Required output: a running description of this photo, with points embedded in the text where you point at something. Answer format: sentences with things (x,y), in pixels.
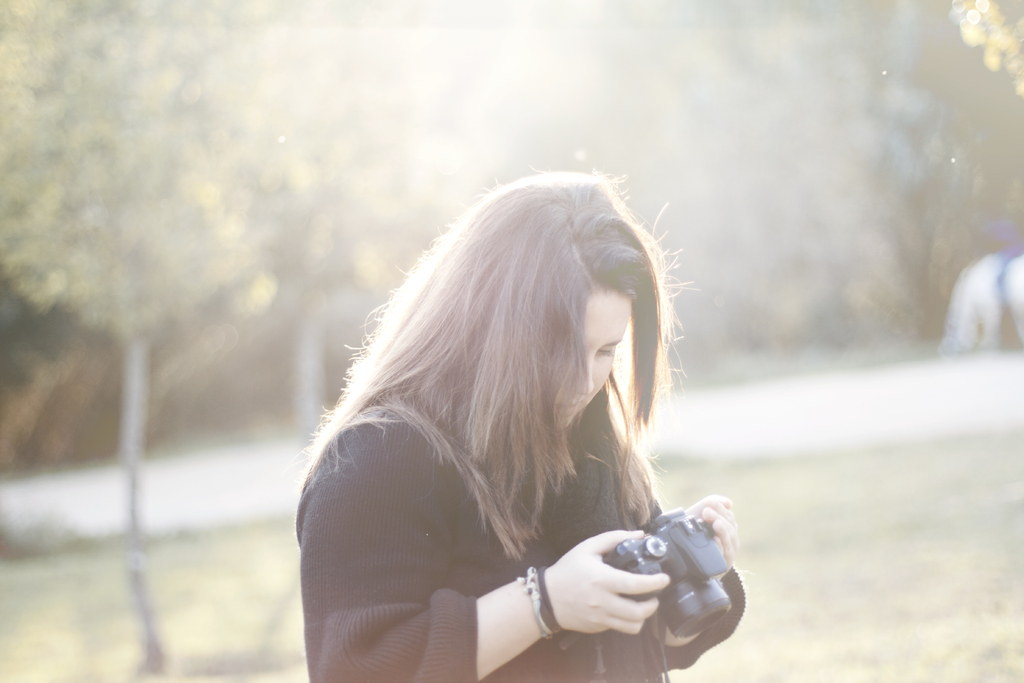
In this image we can see many trees (184,248). We can see a person (648,581) holding a camera (660,599) in the image. There is a grassy land (760,618) in the image.
